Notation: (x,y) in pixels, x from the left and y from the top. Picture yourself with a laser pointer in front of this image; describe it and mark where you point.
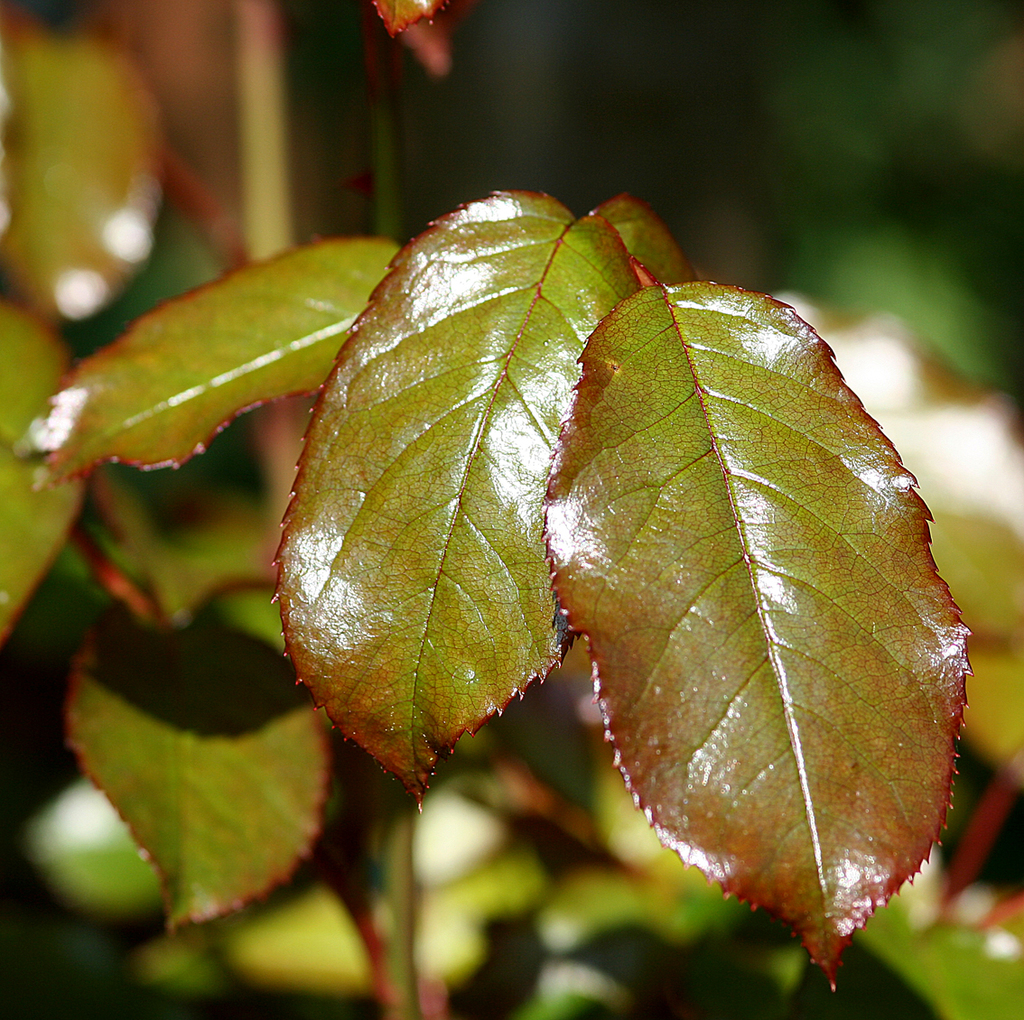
In this picture I can observe leaves (366,449) in the middle of the picture (459,406). The background (297,143) is blurred.
